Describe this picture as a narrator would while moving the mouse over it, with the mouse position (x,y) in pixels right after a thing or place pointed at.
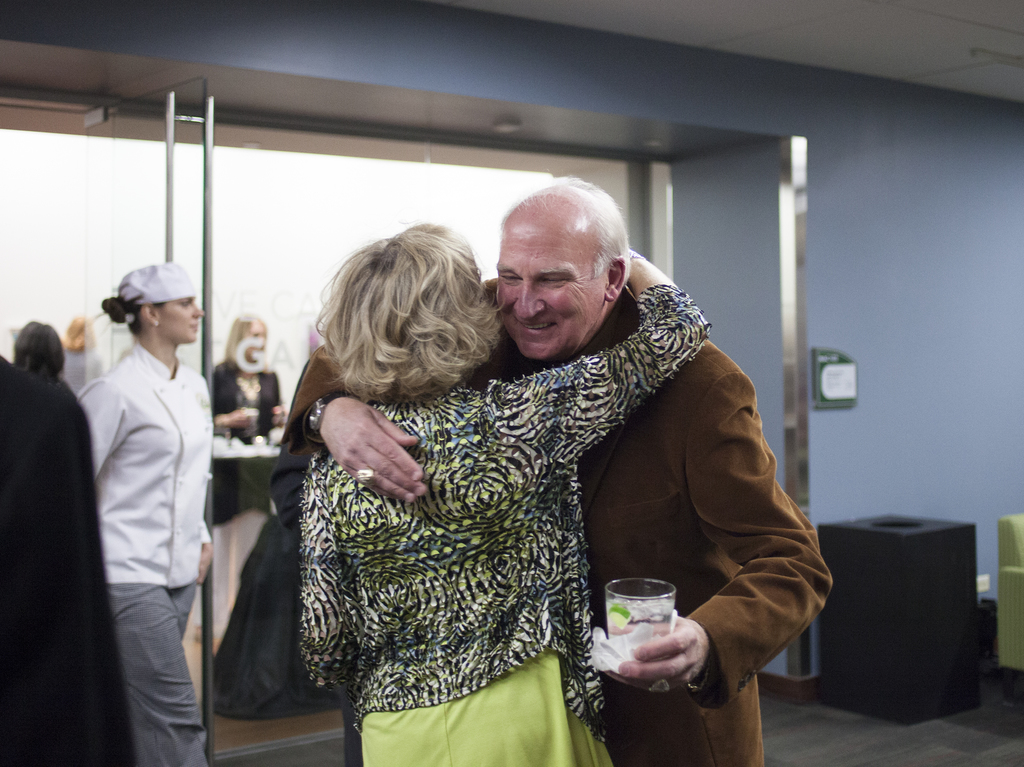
In this picture I can see two persons (490,509) are hugging in the middle (568,476), on the left side (159,445) a woman (181,599) is walking, in the background (299,288) there is the glass wall (215,366). I can see few persons (227,358), on the right side (919,611) there is a black color box (903,611).
